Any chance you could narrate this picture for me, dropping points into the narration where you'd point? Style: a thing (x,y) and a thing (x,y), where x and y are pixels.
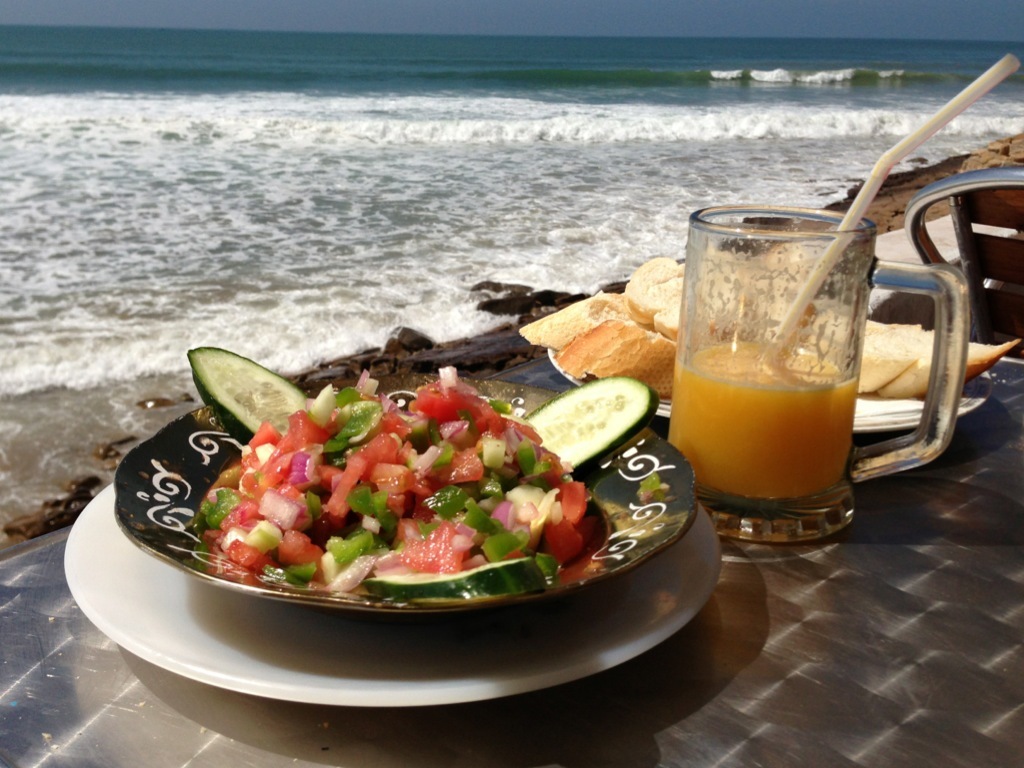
In this image we can see some food items (308,549) in the plate (632,508), glass (703,409) and other objects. In the background of the image (543,218) there is water (603,171). At the top of the image (898,19) there is the sky (948,20). At the bottom of the image (839,594) there is a surface (947,719).
